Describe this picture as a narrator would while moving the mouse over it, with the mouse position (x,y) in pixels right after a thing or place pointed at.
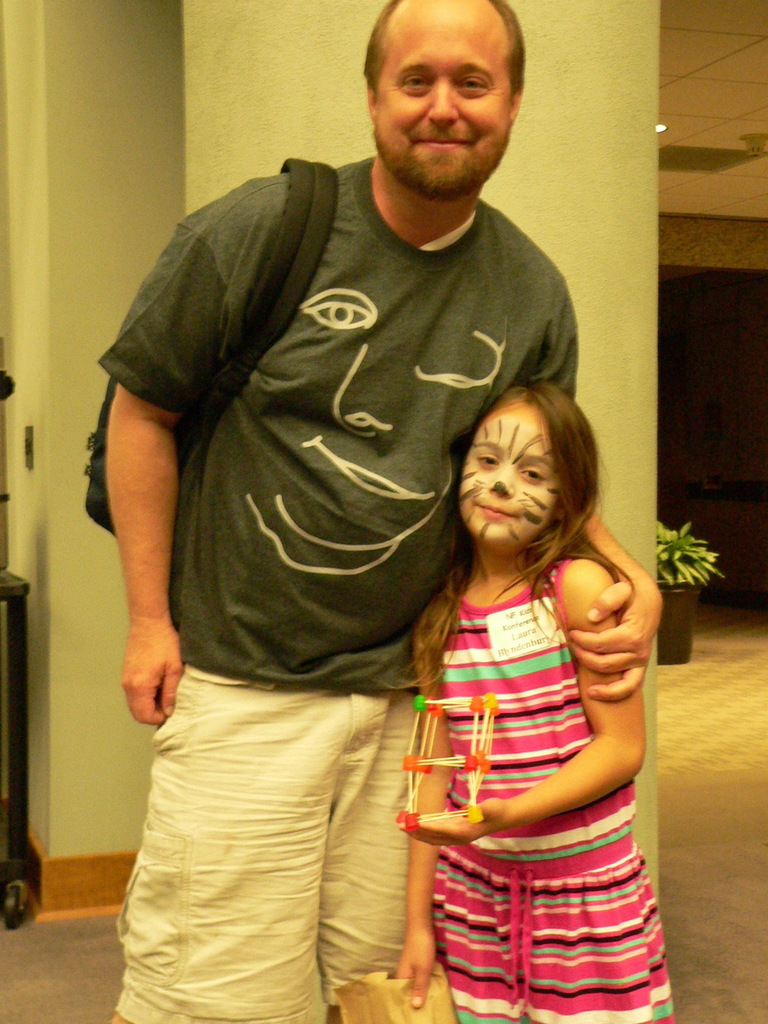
In the foreground (390,514) I can see two persons (417,37) are standing on the floor (715,958) and are holding some objects (429,999) in their hand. In the background (125,843) I can see a pillar (536,156), wall (174,183), houseplant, door (715,431) and rooftop (696,33). This image is taken may be in a building (602,45).
